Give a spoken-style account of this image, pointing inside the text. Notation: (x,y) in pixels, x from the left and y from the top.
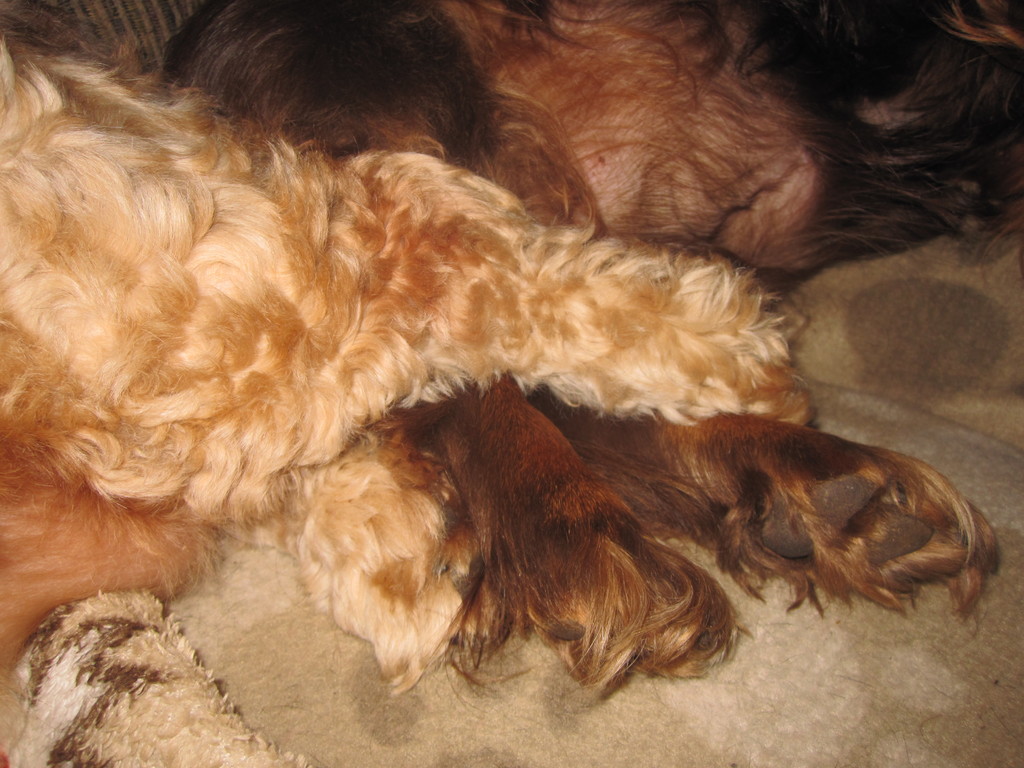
In this image we can see two dogs (616,500) lying on a blanket (712,573).
